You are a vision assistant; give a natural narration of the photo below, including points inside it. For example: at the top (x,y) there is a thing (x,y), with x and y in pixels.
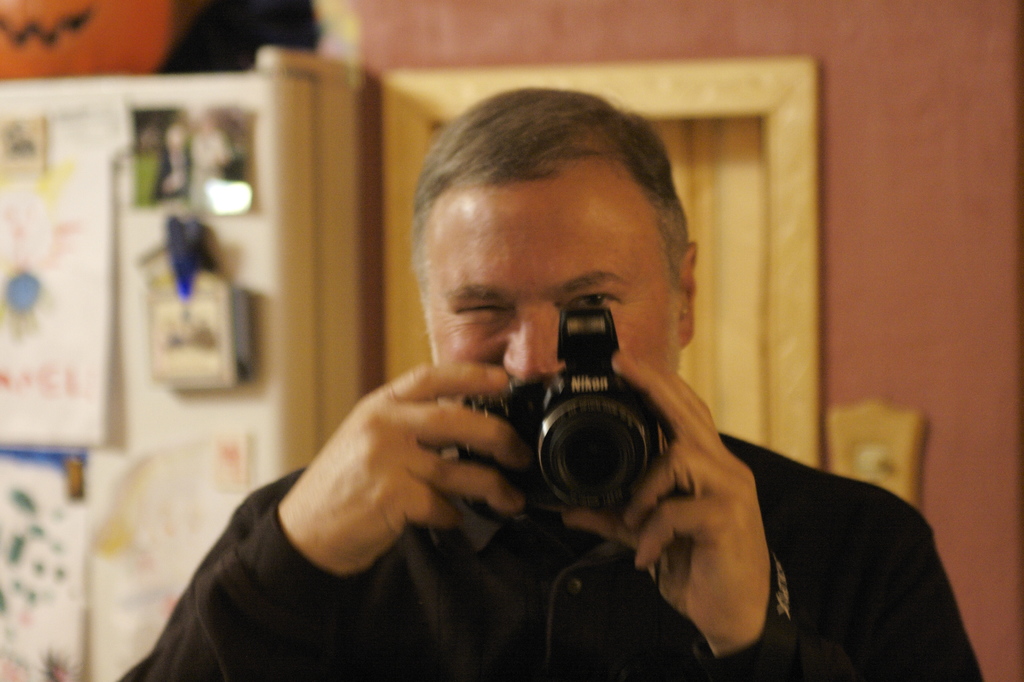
In front of the picture, we see man (853,560) in black shirt (838,592) is holding camera (573,347) in his hands (641,538) and he is clicking photos in that camera (560,389). Behind him, we see an orange pumpkin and a yellow door (716,183). Beside the door (753,239), we see a fridge (266,268) which is white in color and on the fridge (135,411), we see some white papers (62,399) stuck on it.
